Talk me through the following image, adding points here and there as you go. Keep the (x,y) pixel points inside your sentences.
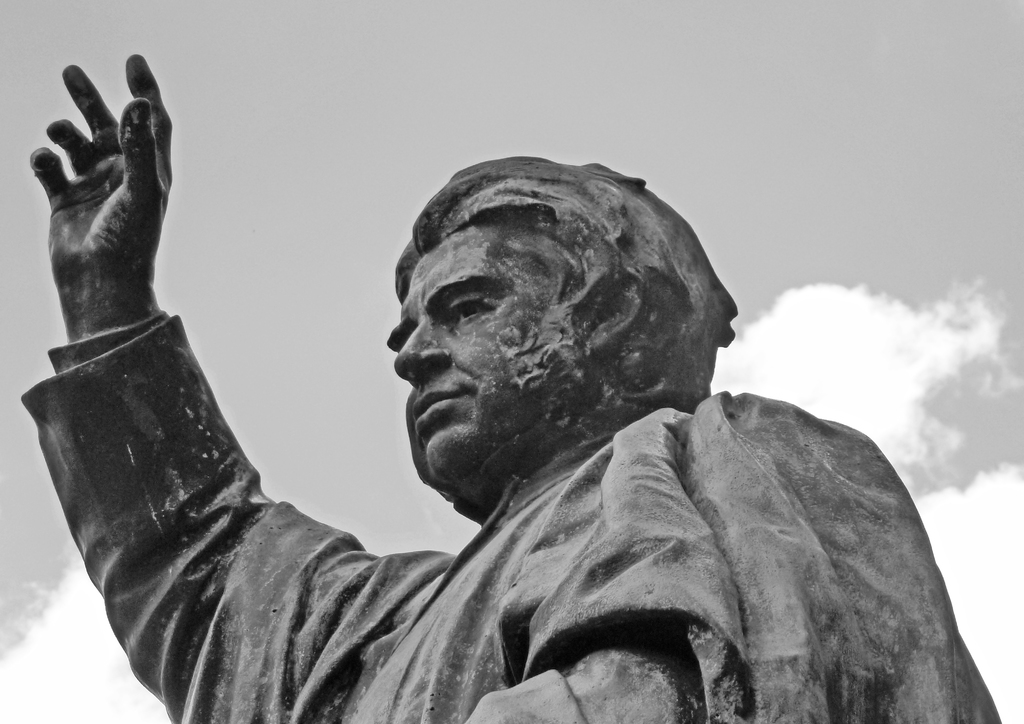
In this image we can see the statue (610,430) and there is the sky (368,119) in the background (292,240).
